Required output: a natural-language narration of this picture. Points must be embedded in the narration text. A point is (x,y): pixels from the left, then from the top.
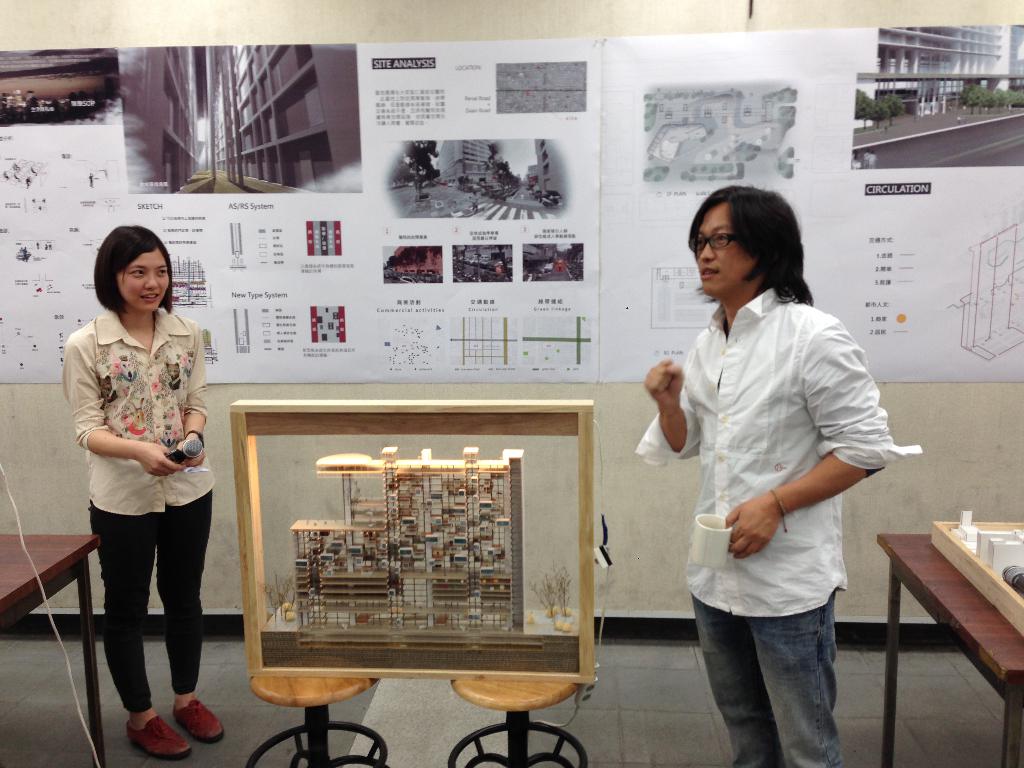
In this image i can see a woman (168,432) and a man (760,454) wearing a white shirt (783,424) and blue jeans (795,634) holding a cup (718,519). the woman (151,450) on the left side (149,469) is holding a microphone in her hand (169,460). I can see an object (510,558) on the table (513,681). In the background (631,510) i can see a wall (643,496) and a huge poster (482,192) attached to the wall (625,479).
